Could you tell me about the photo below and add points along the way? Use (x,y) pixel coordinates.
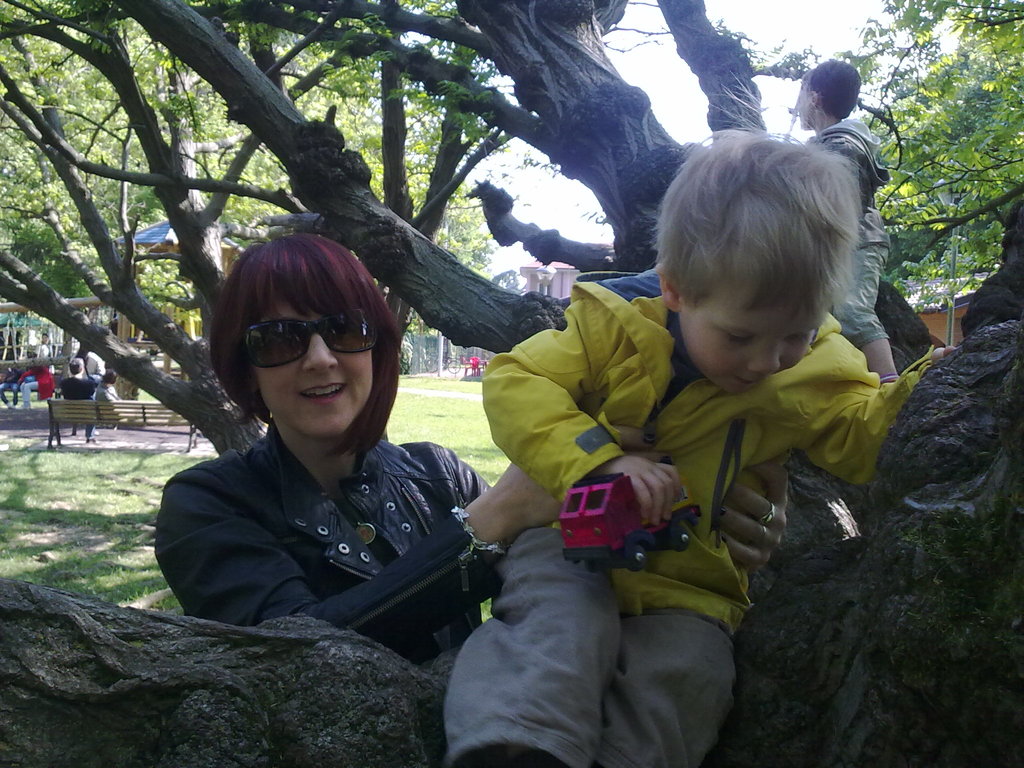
In the center of the image (681,460) we can see a boy (752,287) sitting on the branch (744,652). There are people (359,332). On the left (125,411) there is a bench (100,415). In the background (218,195) there are trees (992,166) and sky (795,90).
